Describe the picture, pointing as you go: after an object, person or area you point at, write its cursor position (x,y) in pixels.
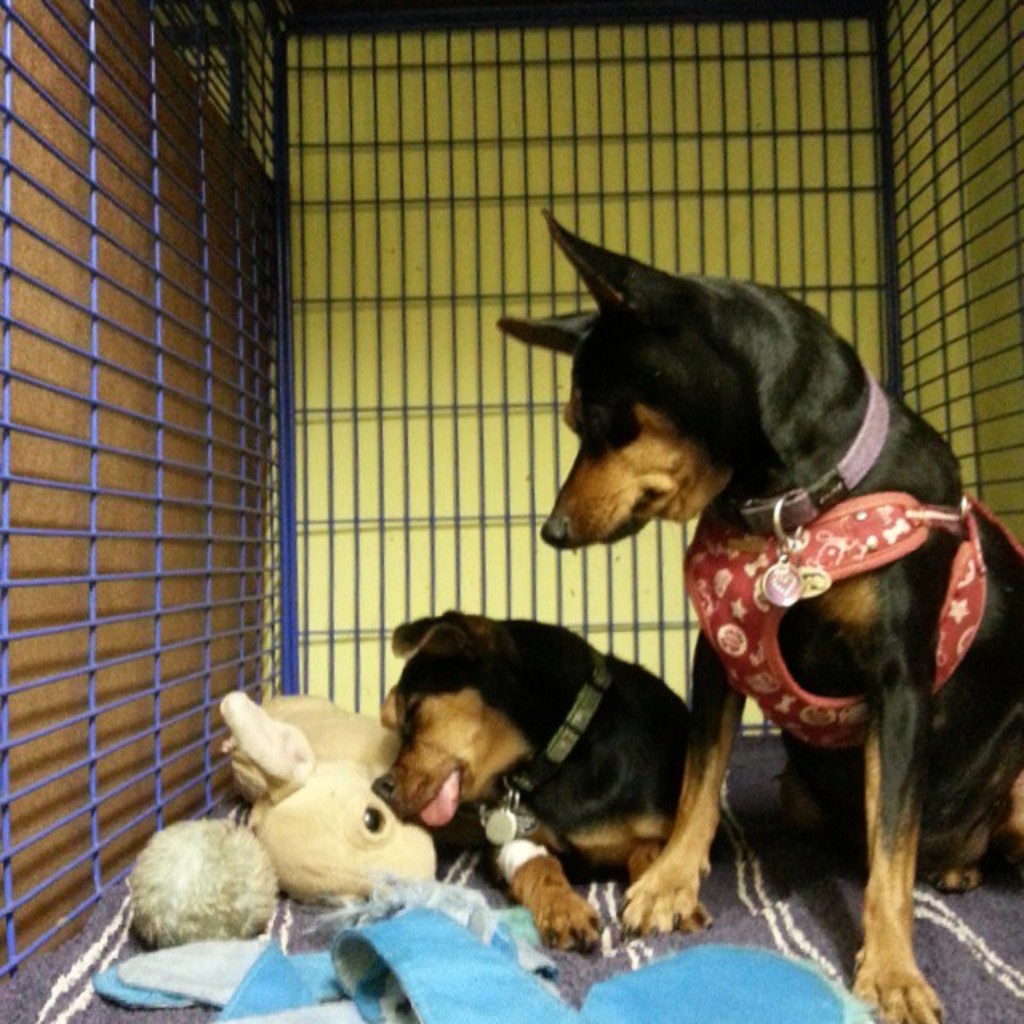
In this image I can see 2 dogs (594,661) in a cage (662,17). There are belts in their necks (735,518) and there is a soft toy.
